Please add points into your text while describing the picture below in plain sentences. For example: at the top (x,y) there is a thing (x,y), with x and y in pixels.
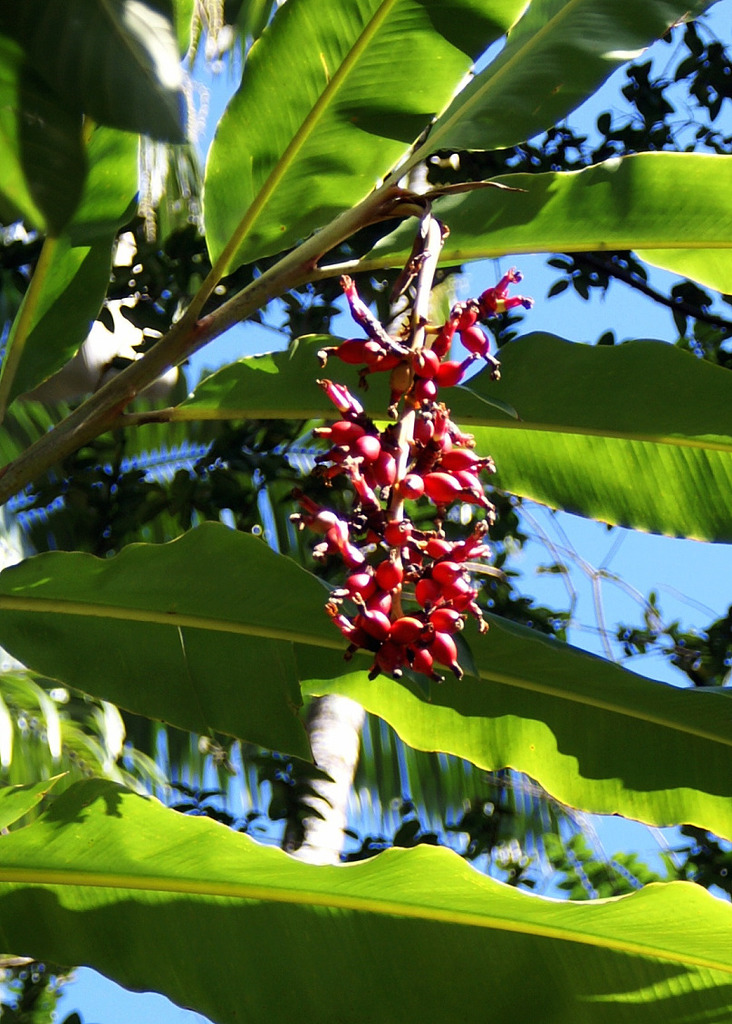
In this image we can see some leaves (272,556) of a banana tree (403,448) and there are some fruits (400,624) which are red in color and in the background of the image (425,513) there are some leaves (196,236) and clear sky (587,569).
